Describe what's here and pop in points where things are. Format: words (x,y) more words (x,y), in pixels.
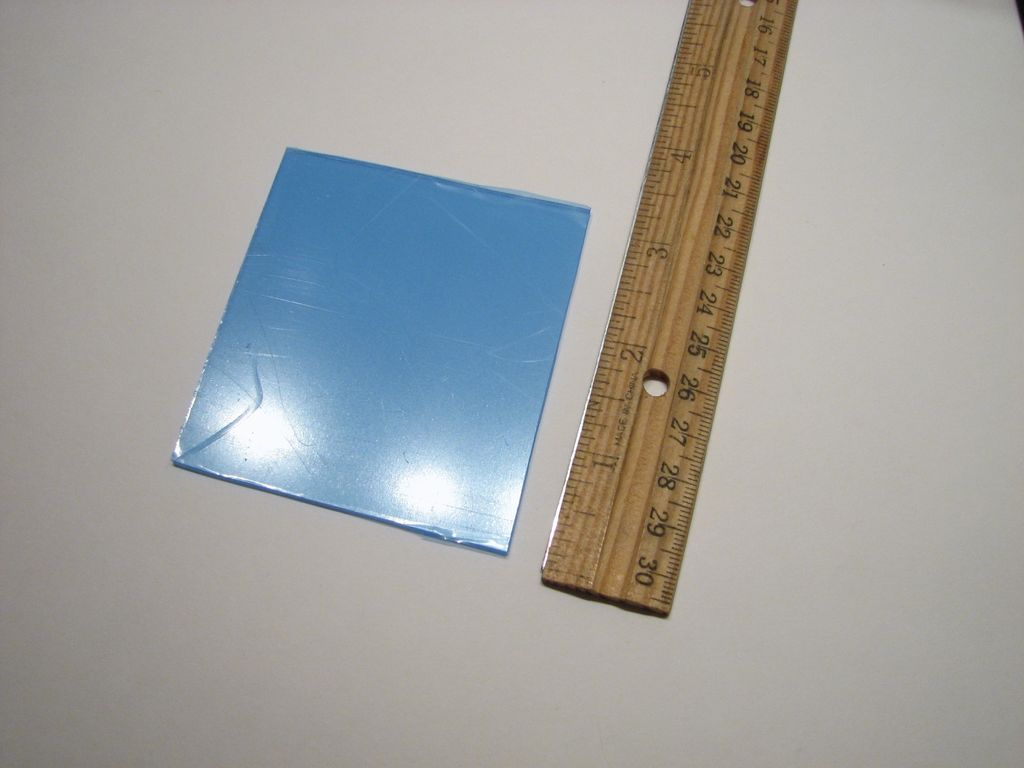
This image consists of a wooden scale (564,499). And we can see a small object (307,462) in blue color. At the bottom (648,653), there is desk (569,633).
